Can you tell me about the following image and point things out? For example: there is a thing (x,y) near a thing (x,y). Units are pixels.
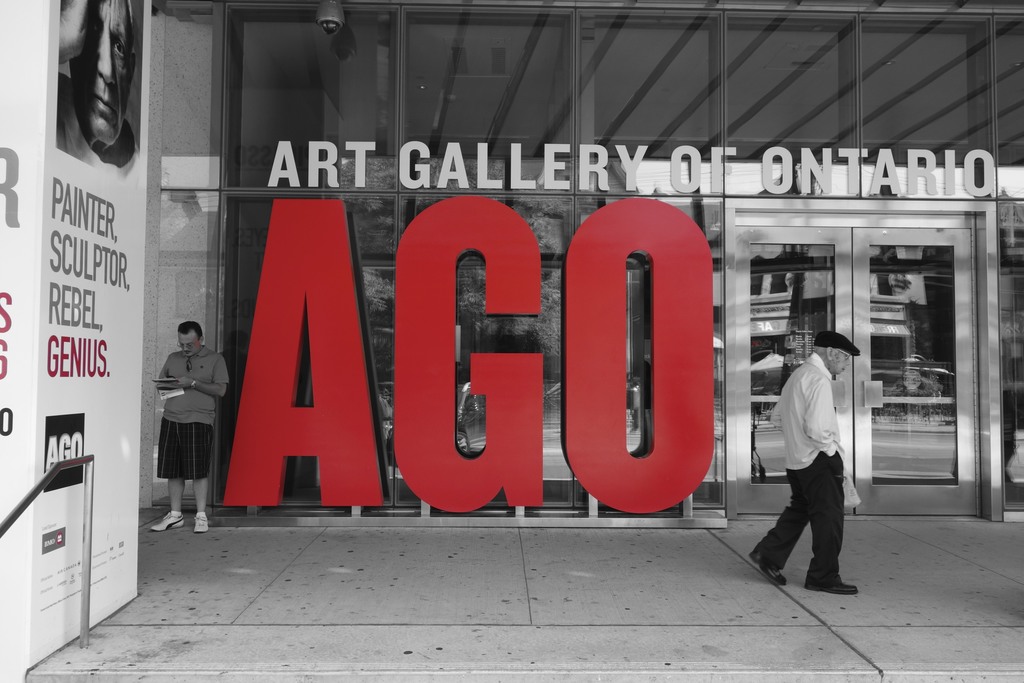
In the picture we can see the shop (436,176) with glass wall (215,435) and glass door (945,446) written on it as an art gallery of Ontario AGO, near to it, we can see a man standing and holding something and writing in it and beside him we can see another man (793,498) walking near the door (956,500).
